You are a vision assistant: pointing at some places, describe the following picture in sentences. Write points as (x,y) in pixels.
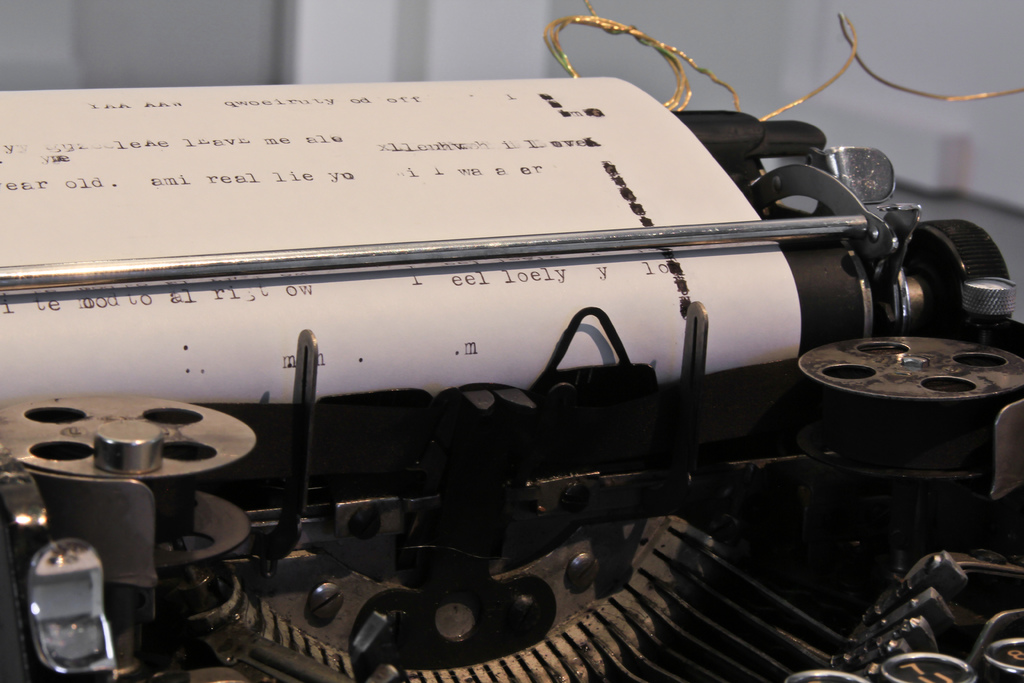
In this picture we can see a typewriter (538,535), on the left side (284,188) there is a paper (172,198), we can see some text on the paper (149,214), there is a blurry background (822,30).
